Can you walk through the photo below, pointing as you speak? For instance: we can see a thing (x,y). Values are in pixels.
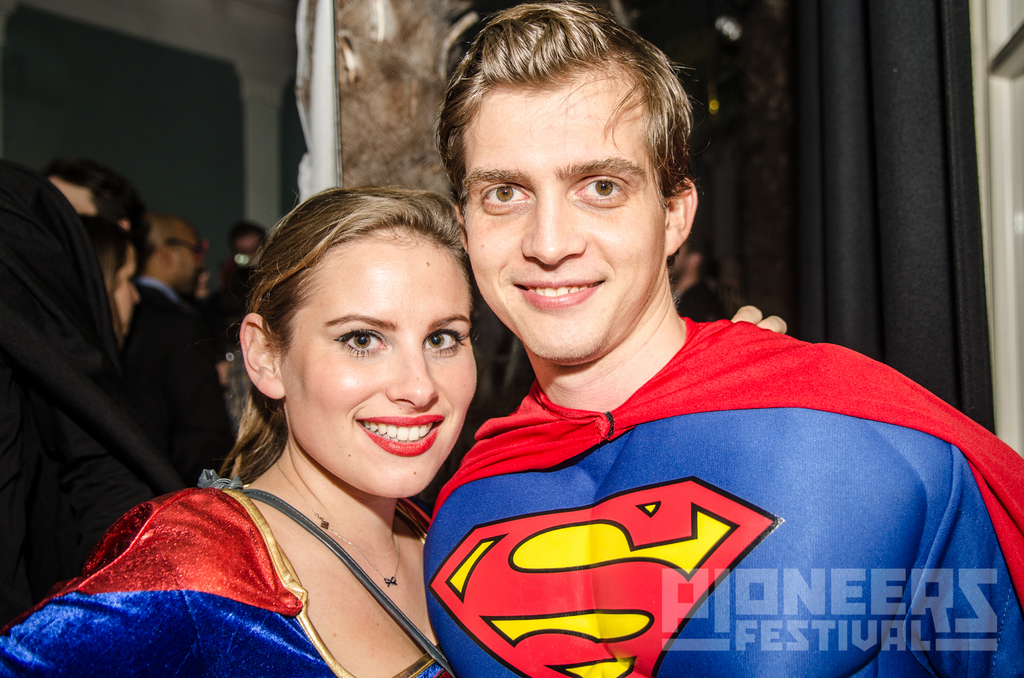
In this image I can see two people (390,519) with the costumes (549,579). In the background (87,500) I can see few more people (108,457) with dresses (164,324), black color curtains (850,156) and the wall (153,67).
